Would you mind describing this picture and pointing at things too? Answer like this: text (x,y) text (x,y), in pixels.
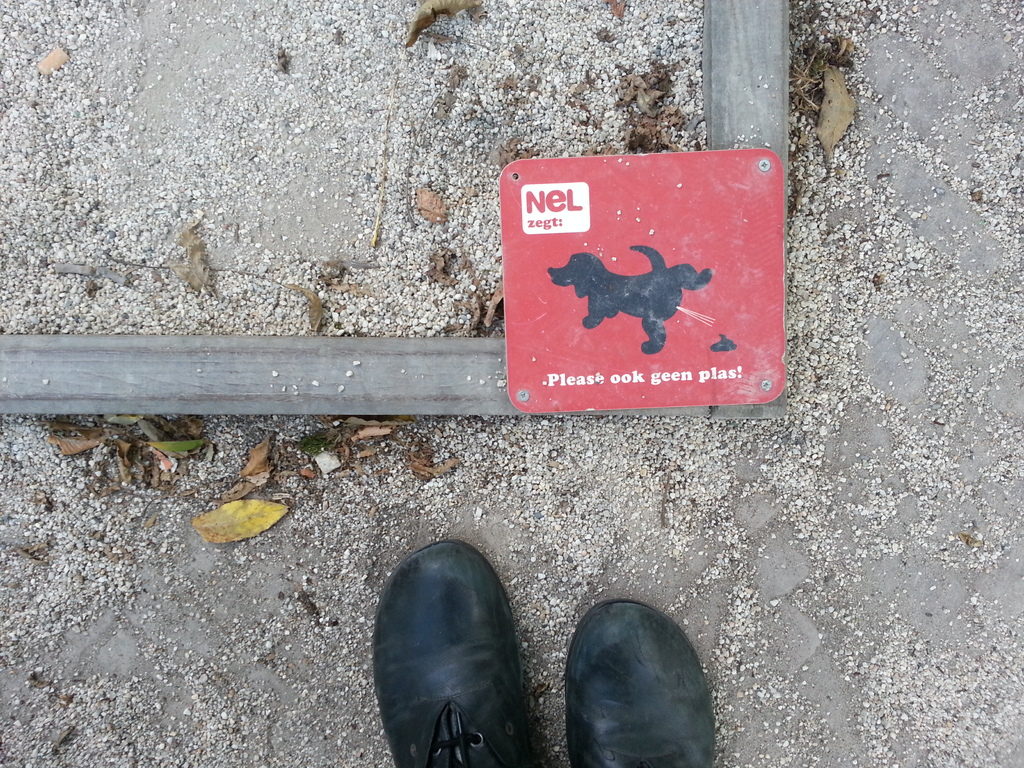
In this image we can see stones (406,430), shredded leaves (258,475), shoes (454,661) and an information board (664,276).
